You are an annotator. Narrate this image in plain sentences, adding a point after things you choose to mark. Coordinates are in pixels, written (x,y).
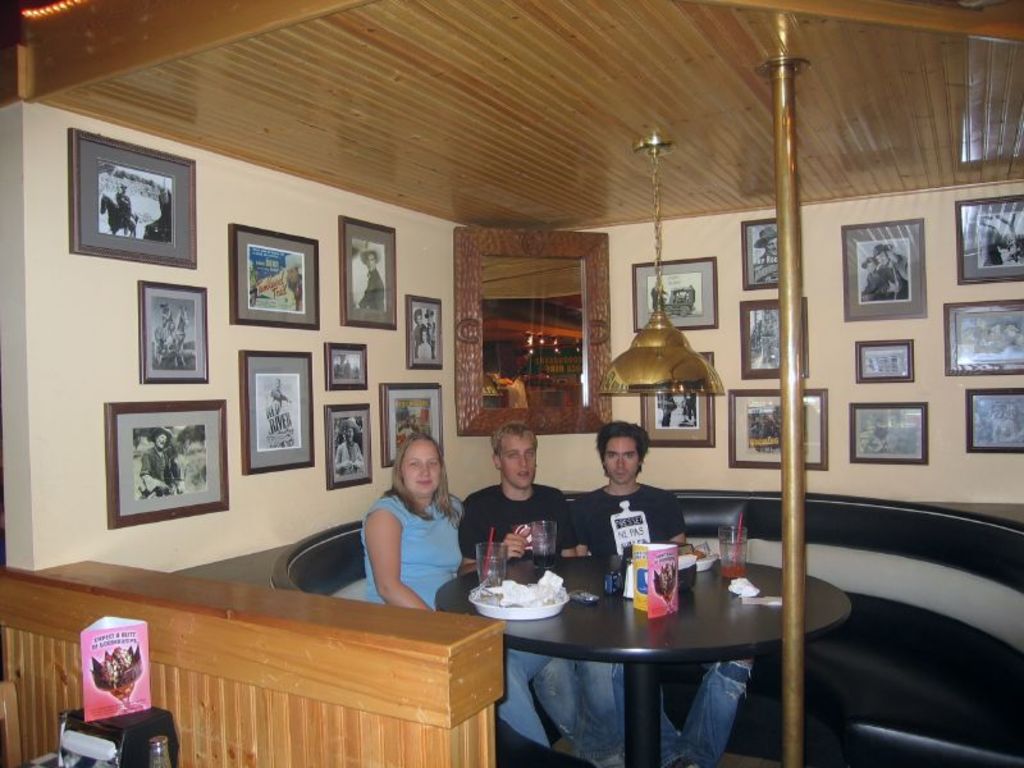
In this picture I see the table (590,574) in front (686,596) on which there are glasses (547,566), a plate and other things (656,555) and behind the table (695,577) I see 2 men (501,489) and a woman (405,519) who are sitting on a couch (875,572) and behind them I see the wall (44,461) on which there are many photo frames (927,430). On the right side of this image (778,271) I see a pole (799,412) and on the top of this image (381,72) I see the ceiling (686,161) and I see a thing (648,371) hanged and I see a mirror (534,283) in the middle of this picture (547,308). On the bottom left of this image (83,690) I see few things (110,690).
